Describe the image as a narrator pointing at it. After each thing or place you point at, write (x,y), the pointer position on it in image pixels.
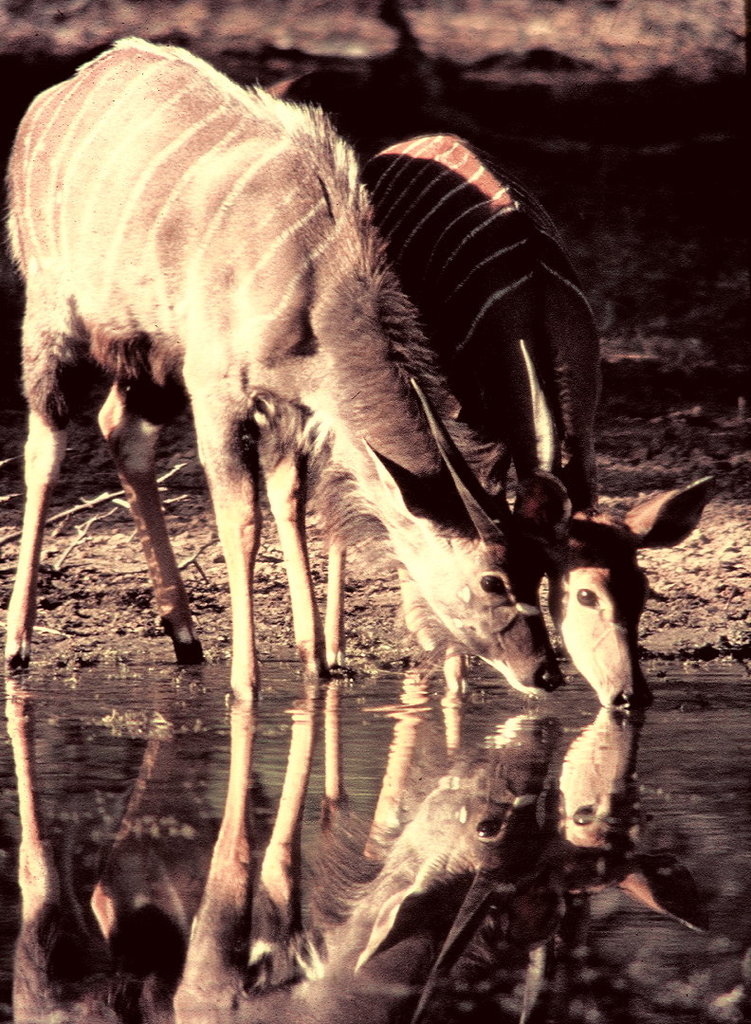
In the foreground of this image (464,531), there are two deer (464,347). At the bottom (418,939), there is water (479,855). At the top (459,98), there is land (396,100).
